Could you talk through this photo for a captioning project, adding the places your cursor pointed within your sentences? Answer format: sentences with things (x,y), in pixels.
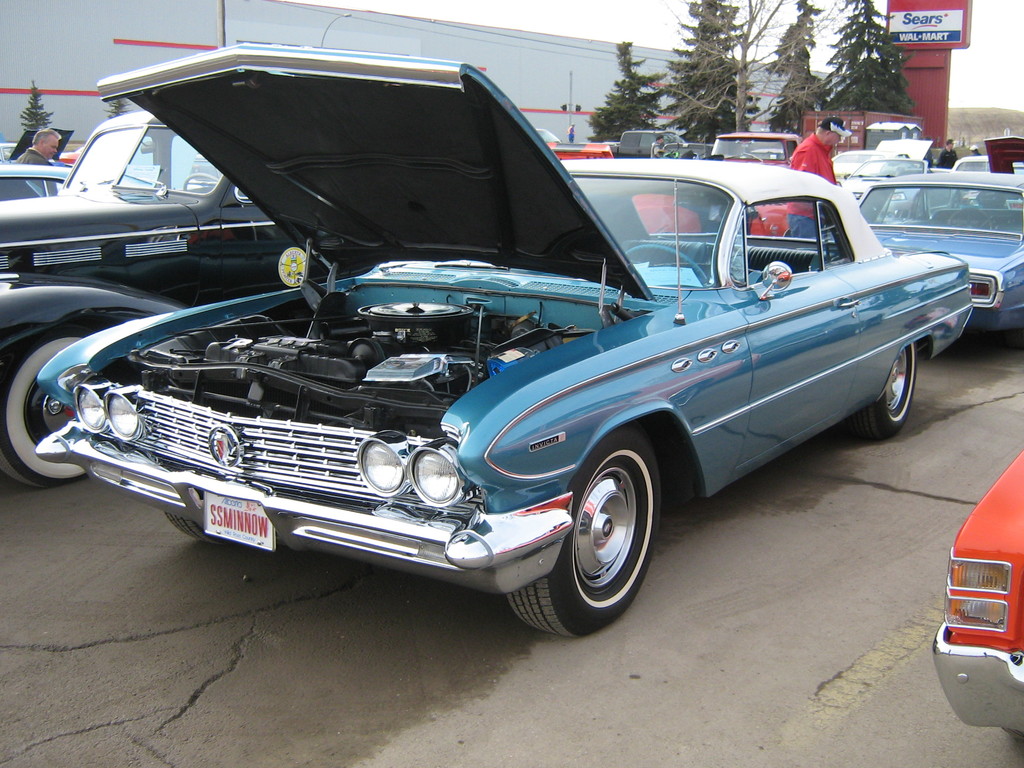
In this picture we can see cars (201,345) and some people (52,139) standing on the road (940,432), trees (734,106), wall (562,73), poster (900,16) and in the background (769,27) we can see the sky (538,11).
